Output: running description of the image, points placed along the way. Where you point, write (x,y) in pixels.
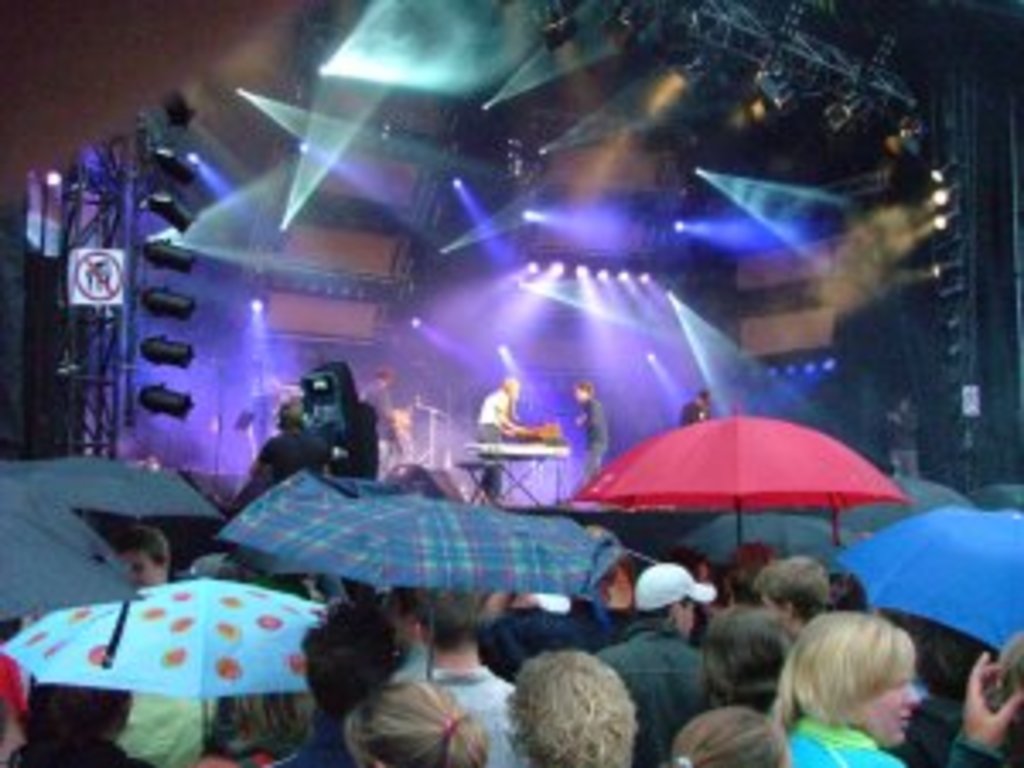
In this image we can see some group of persons (392,702) standing on the ground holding umbrellas (390,562) in their hands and in the background of the image (497,496) there are some persons (487,401) standing on the stage (572,454) and playing some musical instruments (545,429) and we can see some lights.
